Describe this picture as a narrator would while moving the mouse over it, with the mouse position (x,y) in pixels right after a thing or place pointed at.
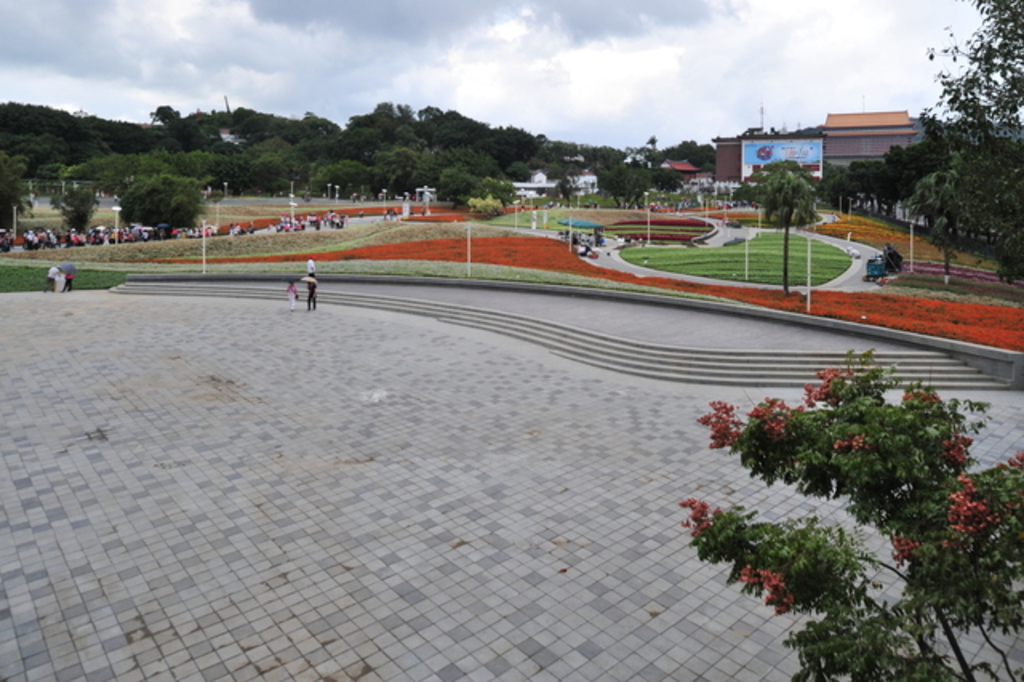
This image consists of many people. At the bottom (376,507), there is a floor (555,448). On the right (927,540), there are plants (951,312). And we can see a building (823,162) in this image. On the left (315,119), there are many trees (403,113). At the top (96,7), there are clouds (95,74) in the sky (599,38).
